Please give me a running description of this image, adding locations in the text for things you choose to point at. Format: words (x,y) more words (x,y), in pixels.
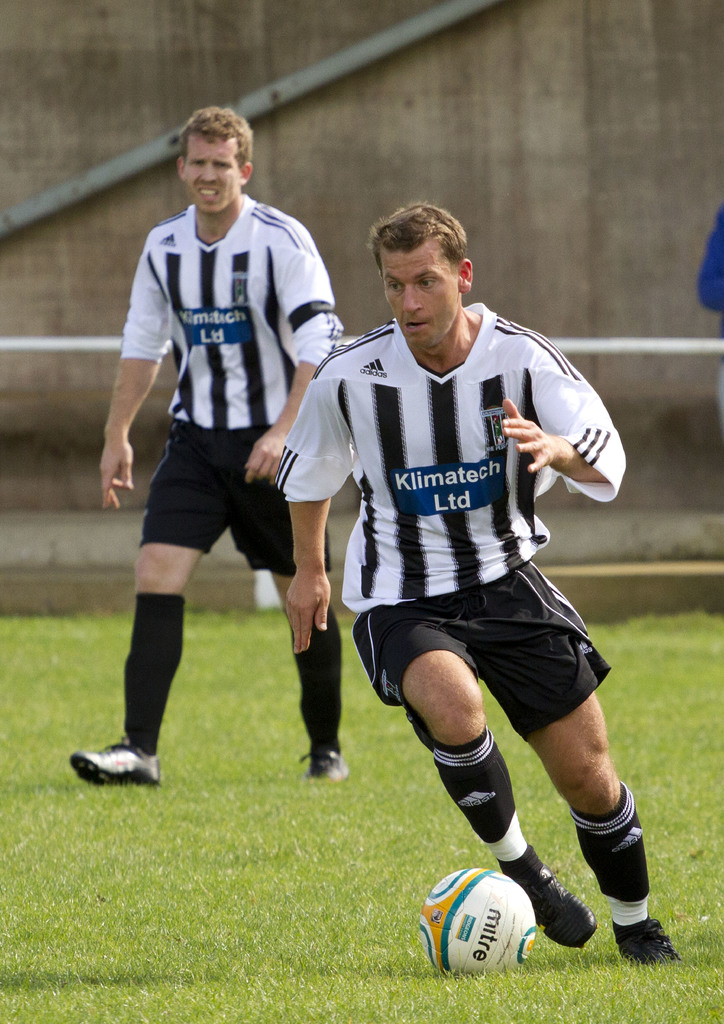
In this image we can see two men (497,583) playing on the ground (231,976), one ball (457,939) on the ground (358,980), one white object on the ground (292,898), one blue object (721,288) on the right side of the wall (580,354), one wall (72,161) in the background (78,210), some grass (246,803) on the ground (185,736), one white pipe (721,345) and rod (69,203) attached to the wall (505,77).
